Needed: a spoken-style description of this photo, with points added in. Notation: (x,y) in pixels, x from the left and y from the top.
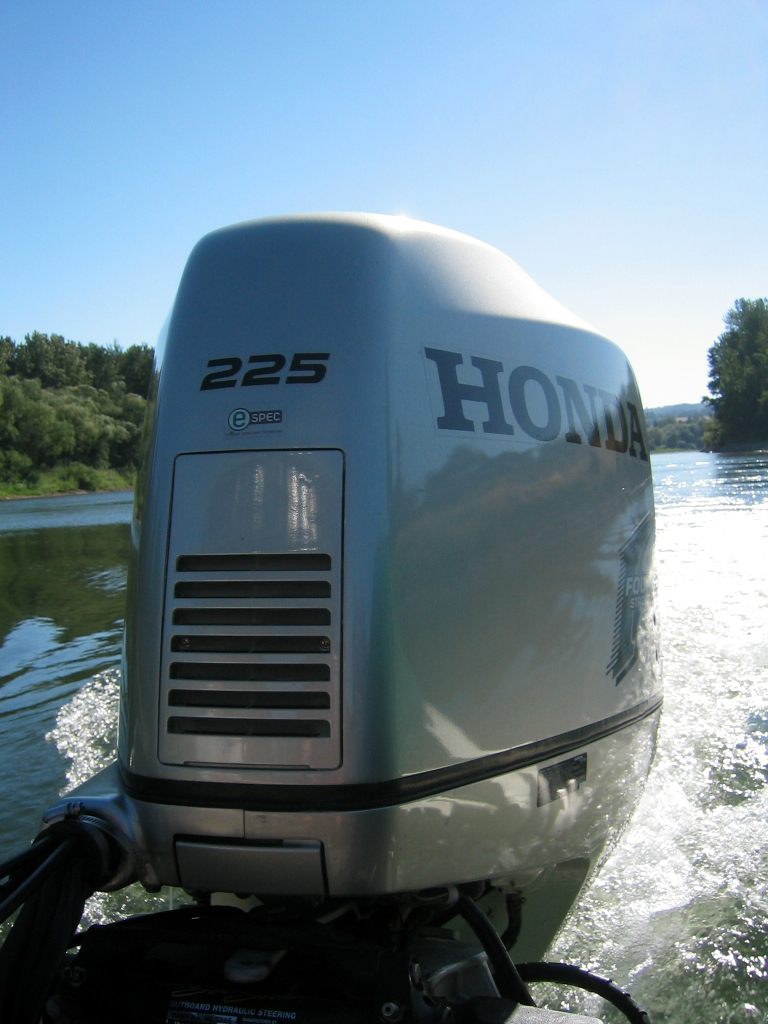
In the image there is a motor (416,278) on the water (596,917). There is something written on the motor (318,530). And also there are wires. In the background (760,350) there are trees (719,342). At the top of the image (487,215) there is sky (559,165).
